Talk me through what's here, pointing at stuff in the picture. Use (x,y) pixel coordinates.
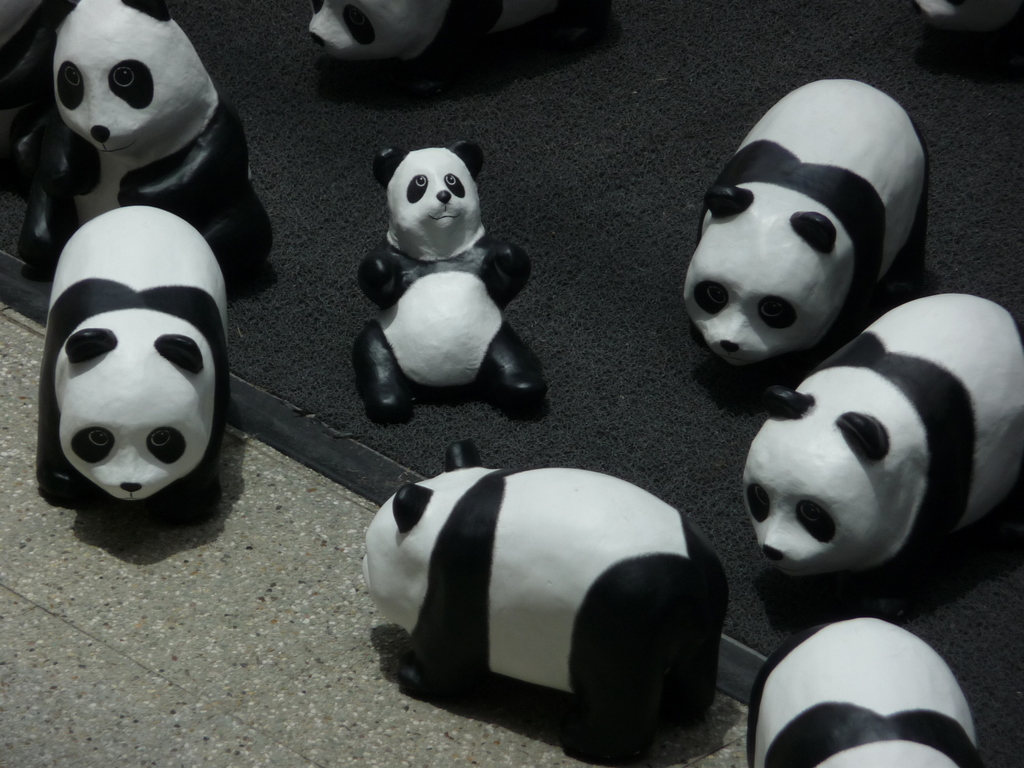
In this image we can see there are panda toys (638,753) on the black surface (553,394).
